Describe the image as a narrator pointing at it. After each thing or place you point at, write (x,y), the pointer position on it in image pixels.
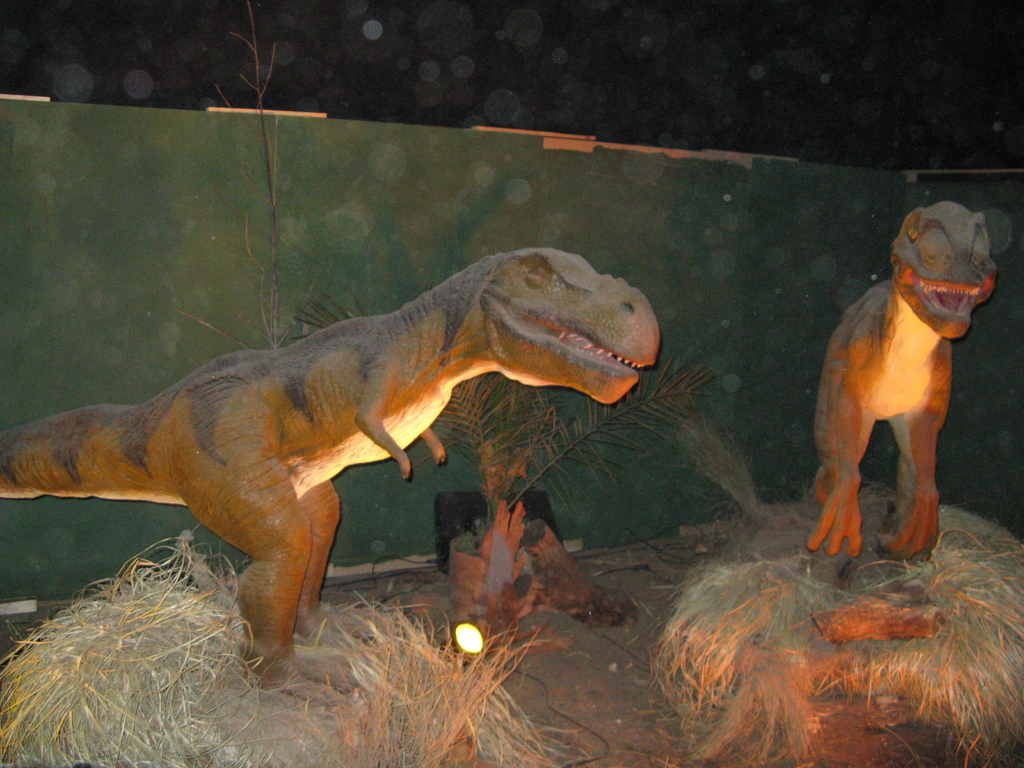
In this picture we can see statues (852,416) of dinosaurs (527,329). There is some dry grass (412,678) and a light (482,641) on the path (558,639). We can see a plant (484,493) on the path (398,587).
